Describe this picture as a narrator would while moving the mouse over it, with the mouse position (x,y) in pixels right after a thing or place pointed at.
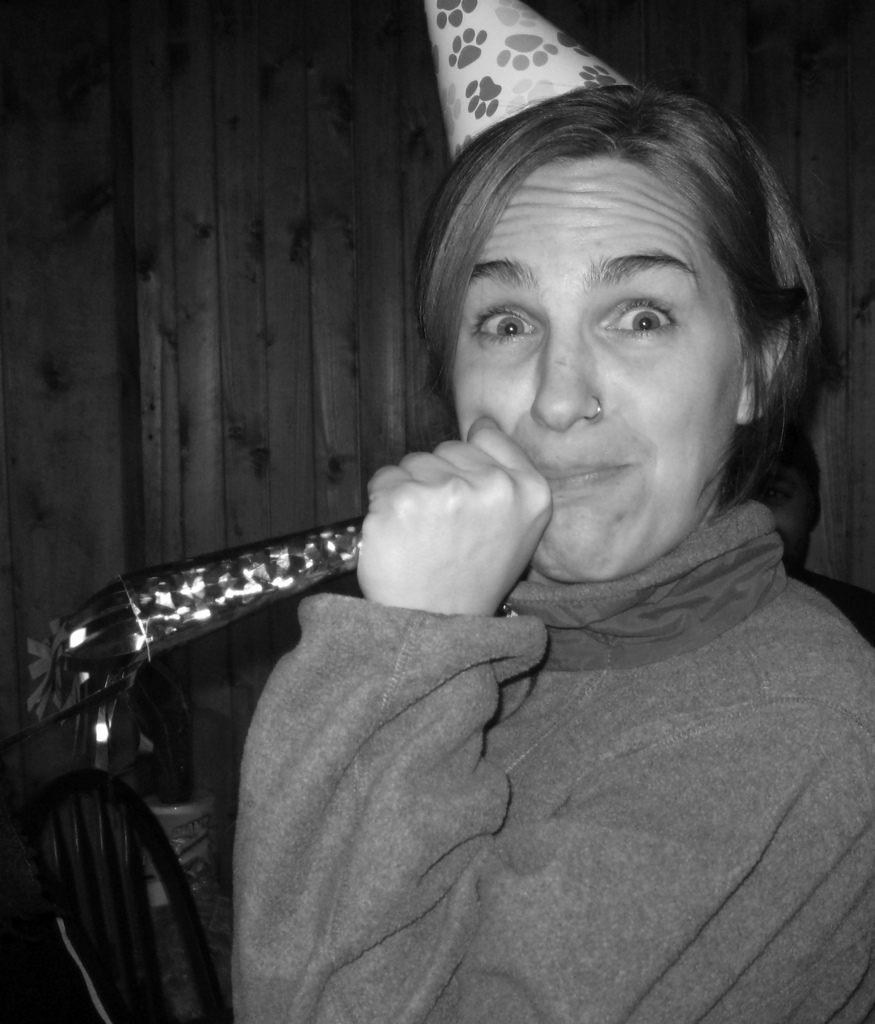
In this picture I can see a woman (596,632), she is wearing the sweater (540,779) and a cap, on the left side (136,957), there is a chair (80,807), this image is in black and white color.
